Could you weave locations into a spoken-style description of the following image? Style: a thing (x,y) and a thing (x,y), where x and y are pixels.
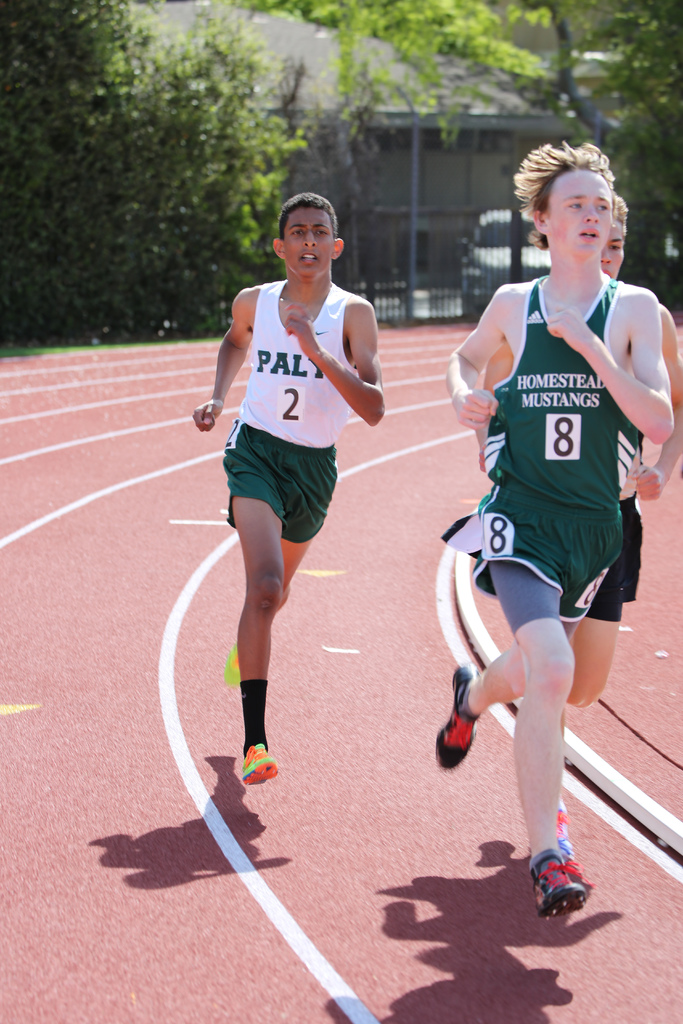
In this image there are people (573,588) running on the road (327,659), having painted lines (227,411). There is a fence (525,251). Behind there is a vehicle (488,252). Background (481,115) there are trees (46,199) and a building (385,129).
